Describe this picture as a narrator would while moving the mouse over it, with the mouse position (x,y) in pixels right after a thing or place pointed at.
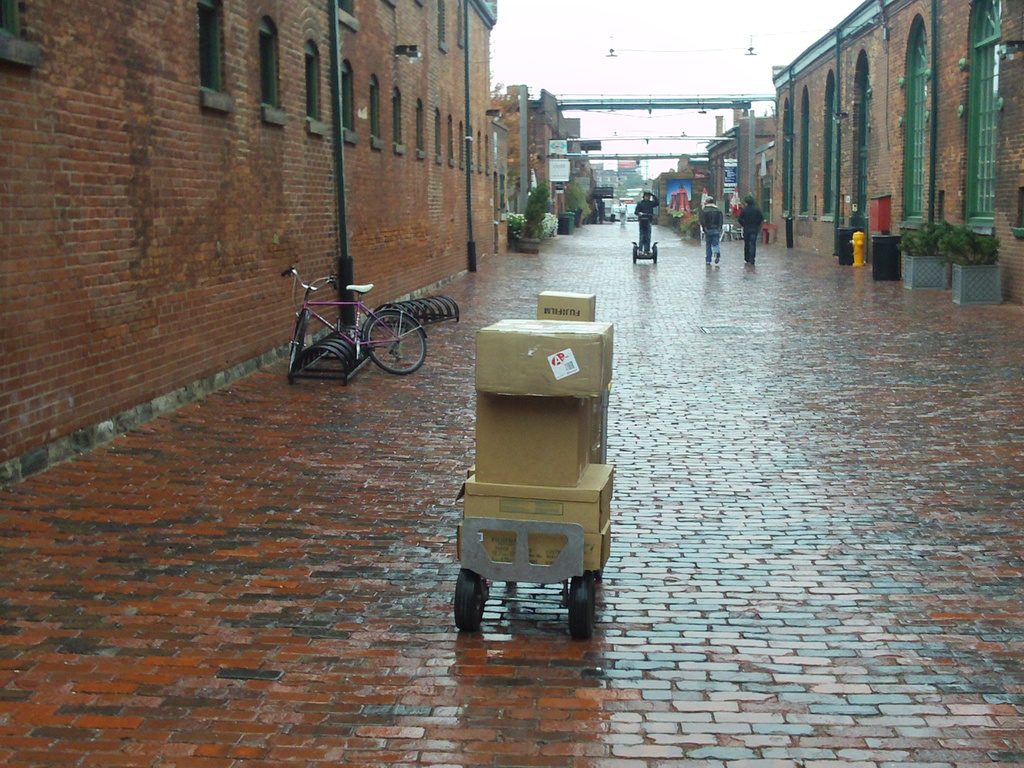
In this picture I can see two people (749,208) were walking on the street (756,260). Beside them I can see many dustbins (884,245). At the bottom (540,518) I can see the carton boxes (547,378) which are kept on this trolley (564,573). On the left (319,318) there is a bicycle (383,322) which is parked near to the brick wall (216,336). In the background (688,194) I can see the plants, trees (644,180), banners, advertisement board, buildings (784,176) and other objects (717,108). At the top (671,13) there is a sky (656,12).
